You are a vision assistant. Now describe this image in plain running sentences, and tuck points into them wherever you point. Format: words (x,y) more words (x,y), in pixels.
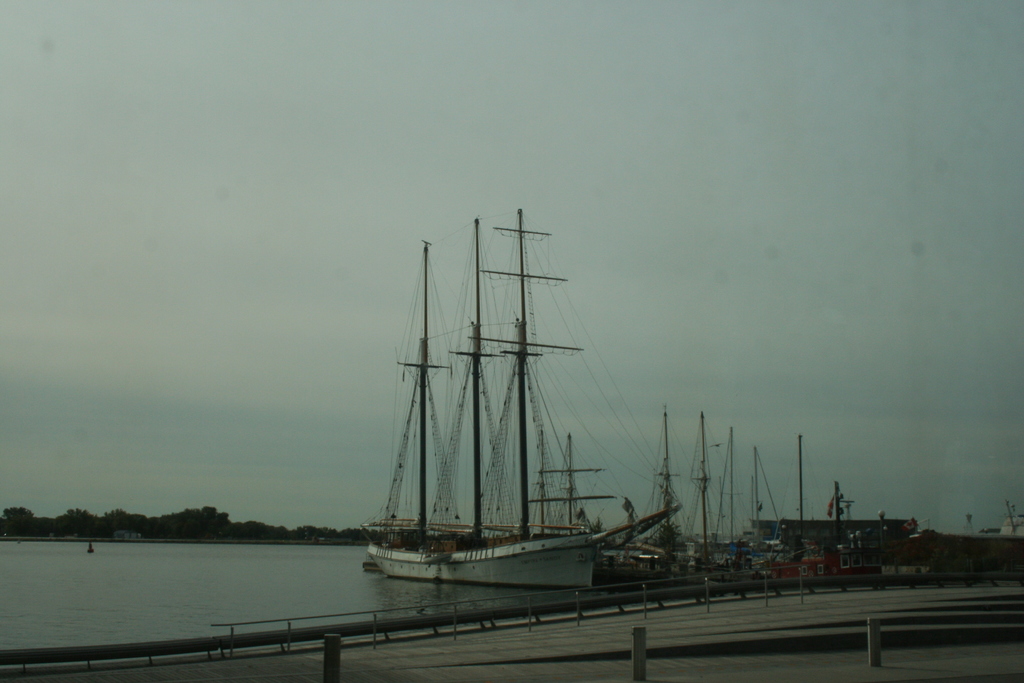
In this picture, we can see paths (409,662), fencing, boats (524,501), poles (839,536), wires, water (167,561), trees (227,523), and the sky (468,346).
